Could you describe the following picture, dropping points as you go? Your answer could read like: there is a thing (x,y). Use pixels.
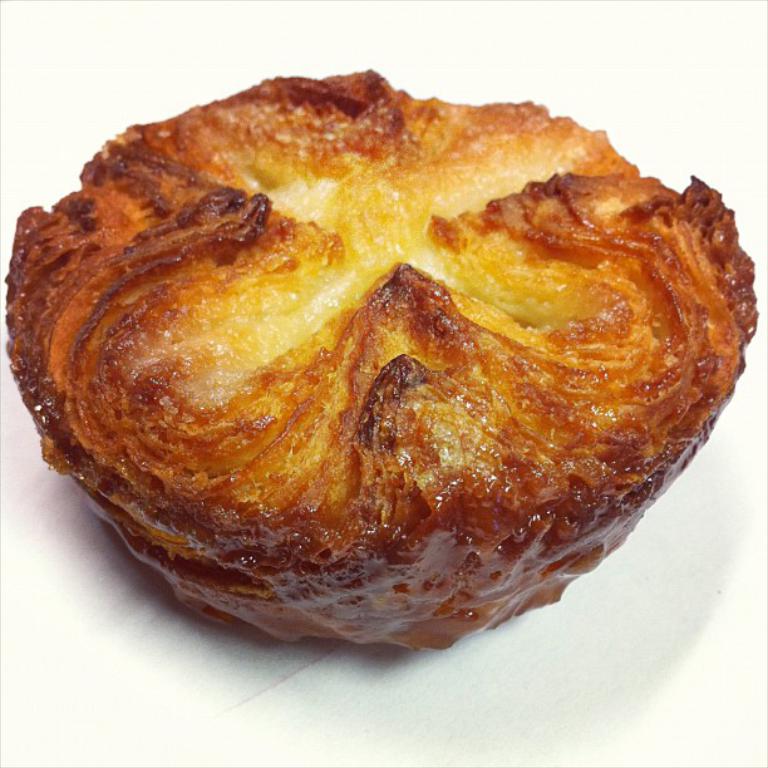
In the image we can see the food item (464,321) on the white surface (60,703).
